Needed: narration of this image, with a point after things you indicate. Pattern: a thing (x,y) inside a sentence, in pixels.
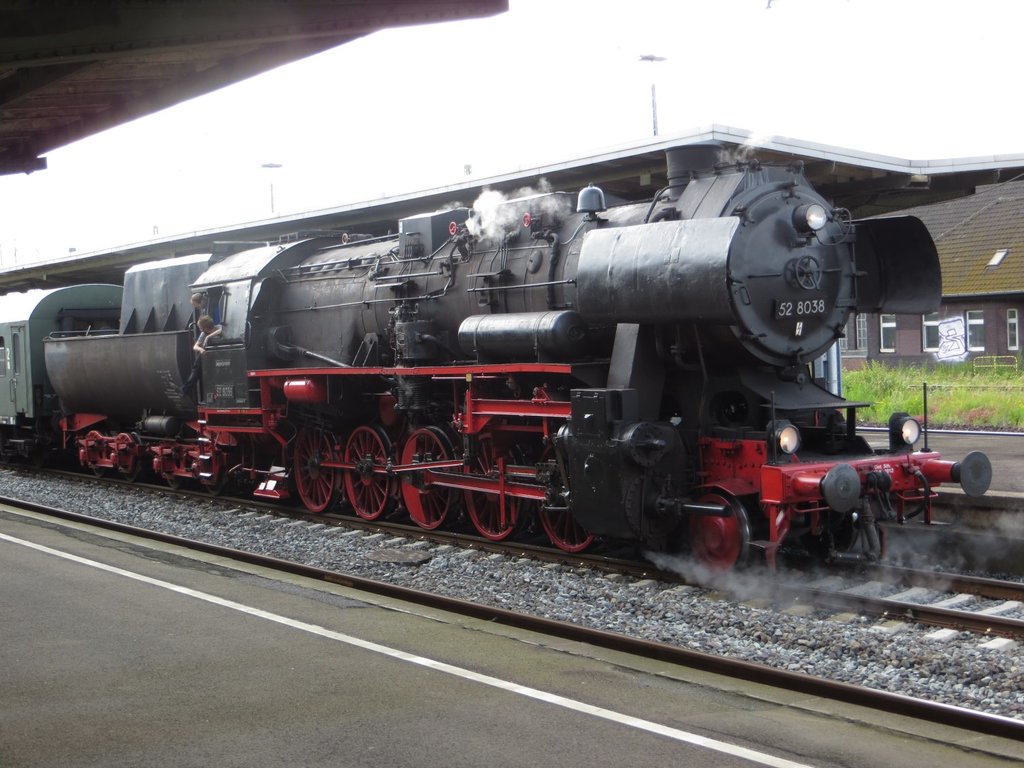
In this image we can see steam engine (534,248), railway tracks (640,641), house (991,285) and we can also see the grass (912,392).
